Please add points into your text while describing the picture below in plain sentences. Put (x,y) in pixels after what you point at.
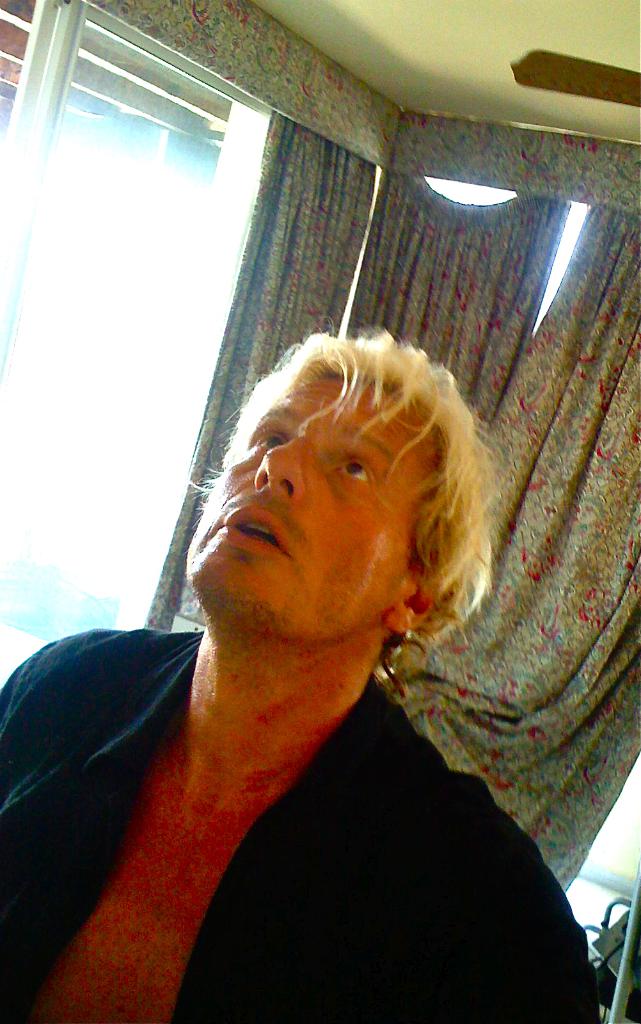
In the picture I can see a person (224,864) in the left corner (115,841) is wearing black dress (387,920) and there is a glass window (216,235) and curtains (531,361) in the background (478,368).
